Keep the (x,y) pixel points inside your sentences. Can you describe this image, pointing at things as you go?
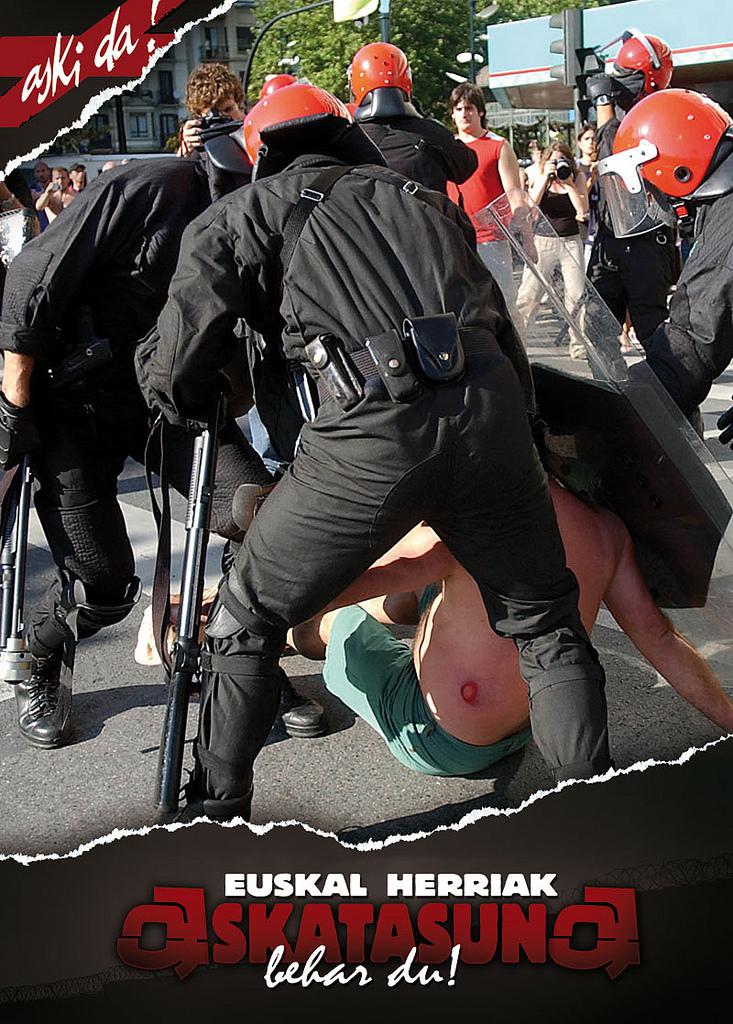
This is an edited image, we can see a group of people (382,365) in the black dress (507,392) holding the shields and guns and a man (428,663) is sitting on the road (338,743). Behind the people (216,268) there are groups of people (226,101) standing and two persons (207,110) are holding cameras (209,132). Background of the people (362,170) there is a pole (571,35) with traffic signal (564,42), trees (319,39) and buildings (147,87).
